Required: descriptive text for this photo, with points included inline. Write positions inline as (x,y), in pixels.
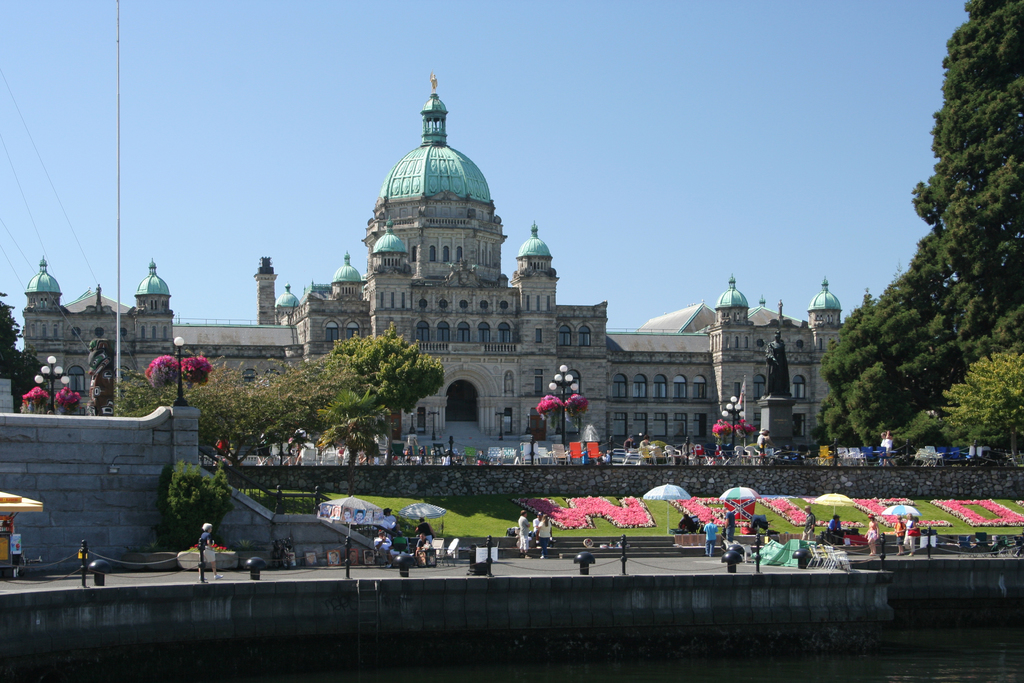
In this image we can see a road (133,576). On the side of the road (194,575) there are small poles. Also there is water (885,656). In the back (457,507) there is a grass lawn (532,515). On that there are flowers (880,511). Also there are umbrellas (826,504). And there are people (380,543). In the back (229,412) there are trees (954,435), light poles (723,415), chairs (515,448). And there are pots (153,374) with flowering plants (576,394). In the back (313,331) there is a monument (464,315) with arch (471,386) and windows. In the background (790,91) there is sky (354,114).
